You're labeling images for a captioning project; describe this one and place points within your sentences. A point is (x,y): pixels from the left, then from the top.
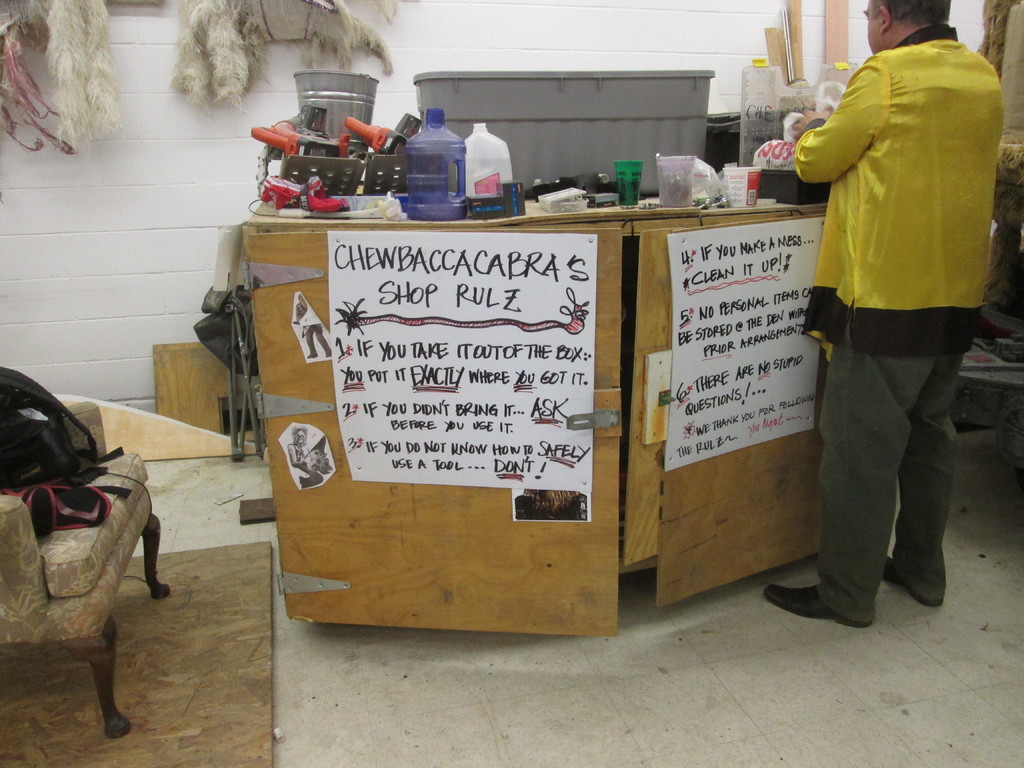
In this image we can see a person (879,464) standing on the floor (687,603) and a desk (604,276) is placed in front of him. On the desk (435,230) we can see disposable tumblers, polythene bags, plastic containers (424,148) and vessels (329,108). In the background (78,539) we can see chair (133,465) and bags (45,488) on it and papers (587,389) with text (554,373) pasted on the desk (609,392).
